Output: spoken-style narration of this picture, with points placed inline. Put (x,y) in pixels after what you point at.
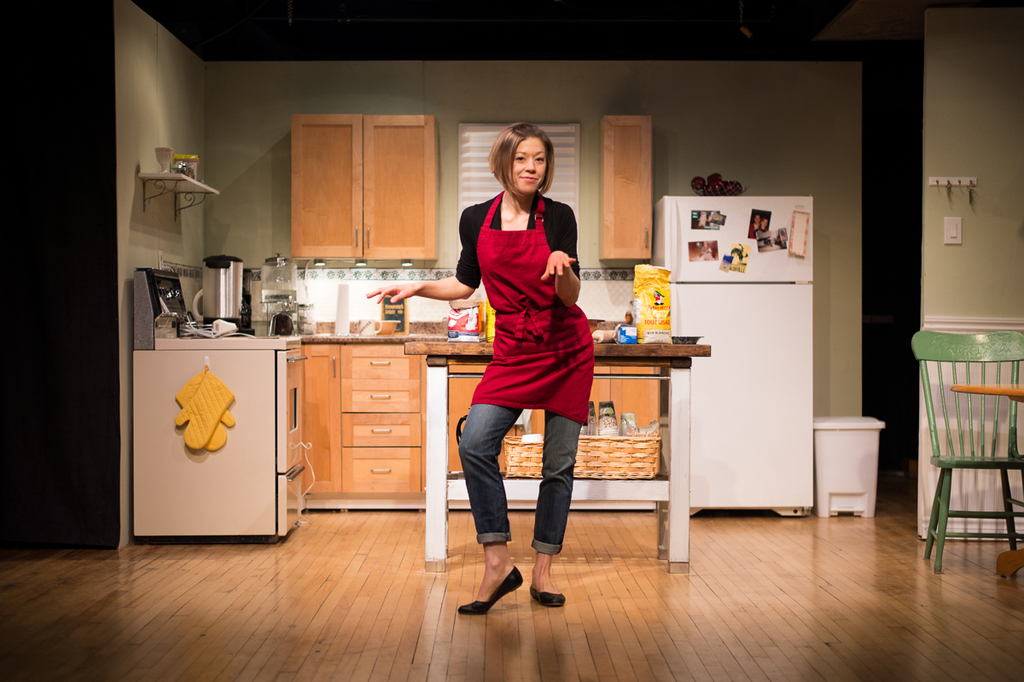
In this image in the center (510,338) there is one woman (504,389) who is standing and in the background (535,489) there is cupboard (369,364). On the cupboard (486,345) there are some boxes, packets (455,302), bowls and some vessels (228,299) and there is one fridge (714,276). On the fridge (700,278) there are some photos (762,220), on the right side (979,458) there is a chair (940,496) dustbin (849,460) and in the background (437,190) there are some cupboards (359,171) and a wall (134,215). At the bottom (150,549) there is a wooden floor (528,581).
